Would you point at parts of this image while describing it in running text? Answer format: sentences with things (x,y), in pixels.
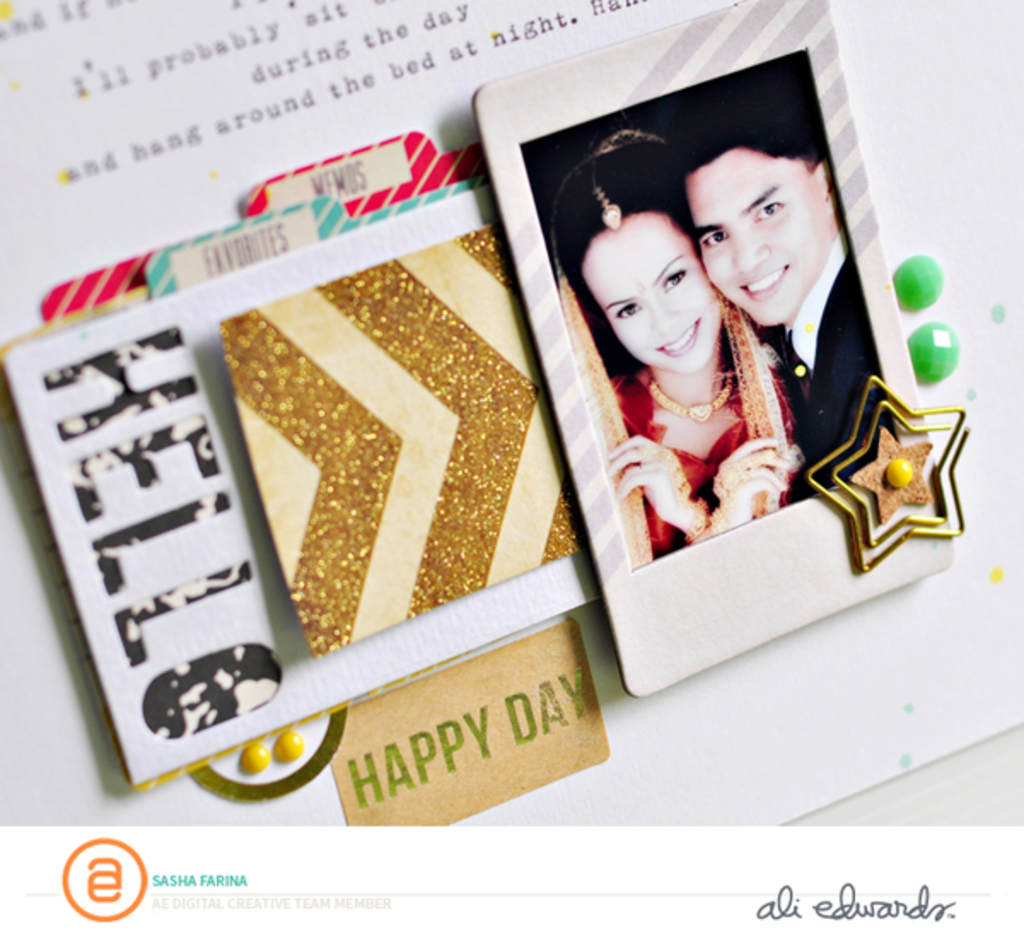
In this picture we can see a greeting card (499,446), there is some text (345,59) at the top of the picture (402,78), we can see picture of a man (740,278) and a woman (585,255) here, at the left bottom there is a logo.
